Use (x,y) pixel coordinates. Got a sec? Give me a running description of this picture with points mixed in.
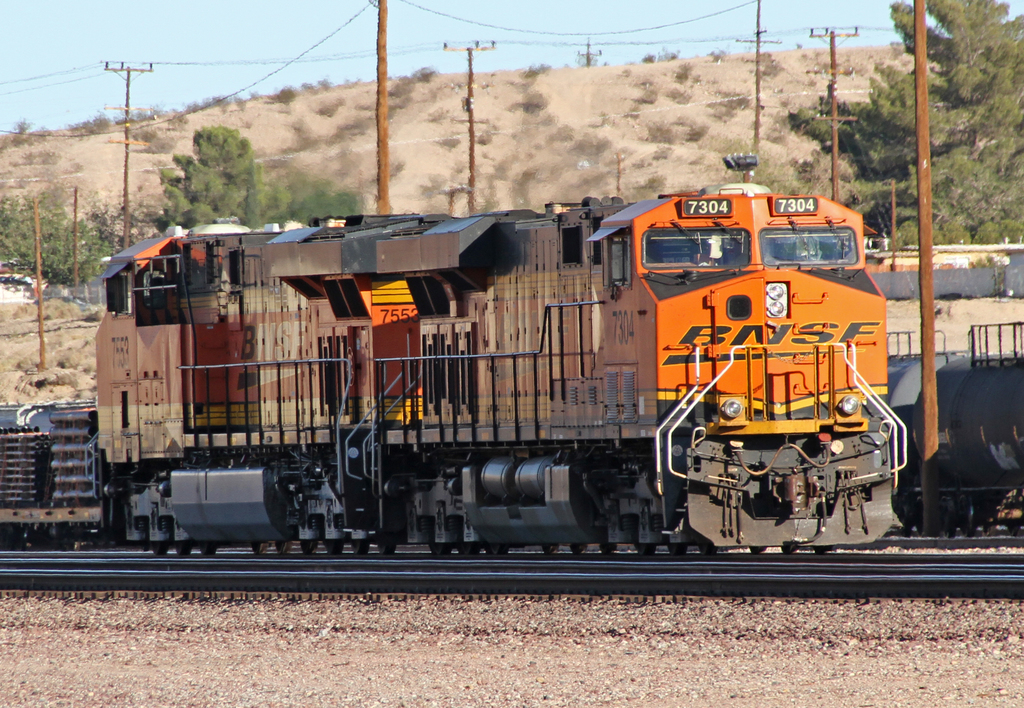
In this image I can see the trains (756,526) on the track (775,554). To the side of these trains (810,402) I can see many poles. In the background (60,281) I can see few more poles (41,295), trees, mountains (424,98) and the sky (477,28).
